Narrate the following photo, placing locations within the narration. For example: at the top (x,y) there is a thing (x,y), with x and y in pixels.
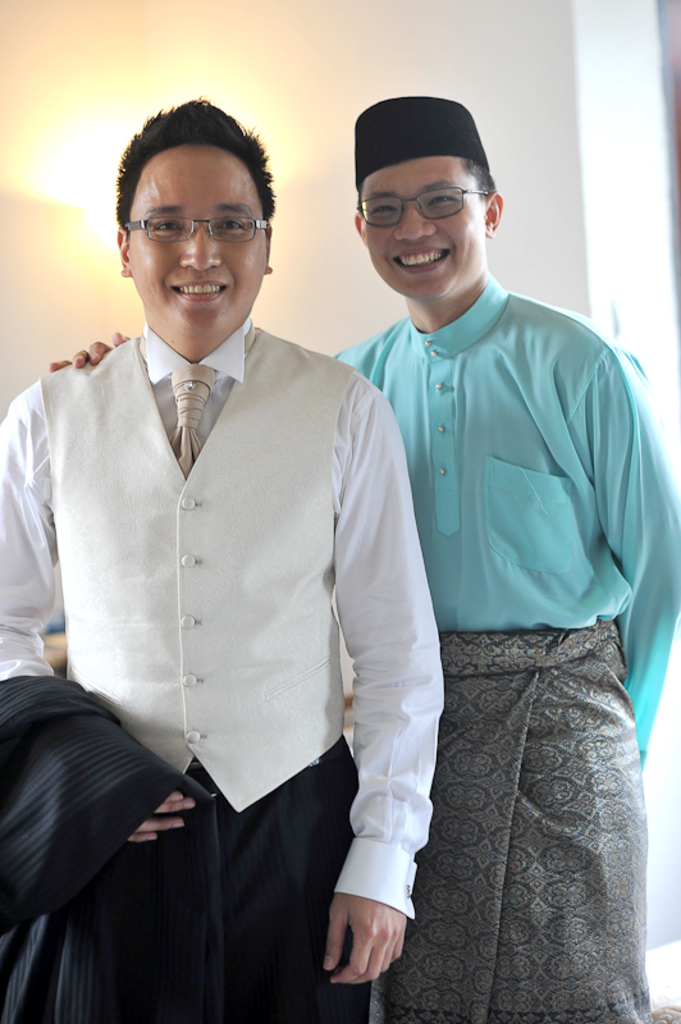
In the middle of the image (349,619) two persons (398,160) are standing and smiling. Behind them there is wall (466,4), on the wall (501,11) there is a light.
